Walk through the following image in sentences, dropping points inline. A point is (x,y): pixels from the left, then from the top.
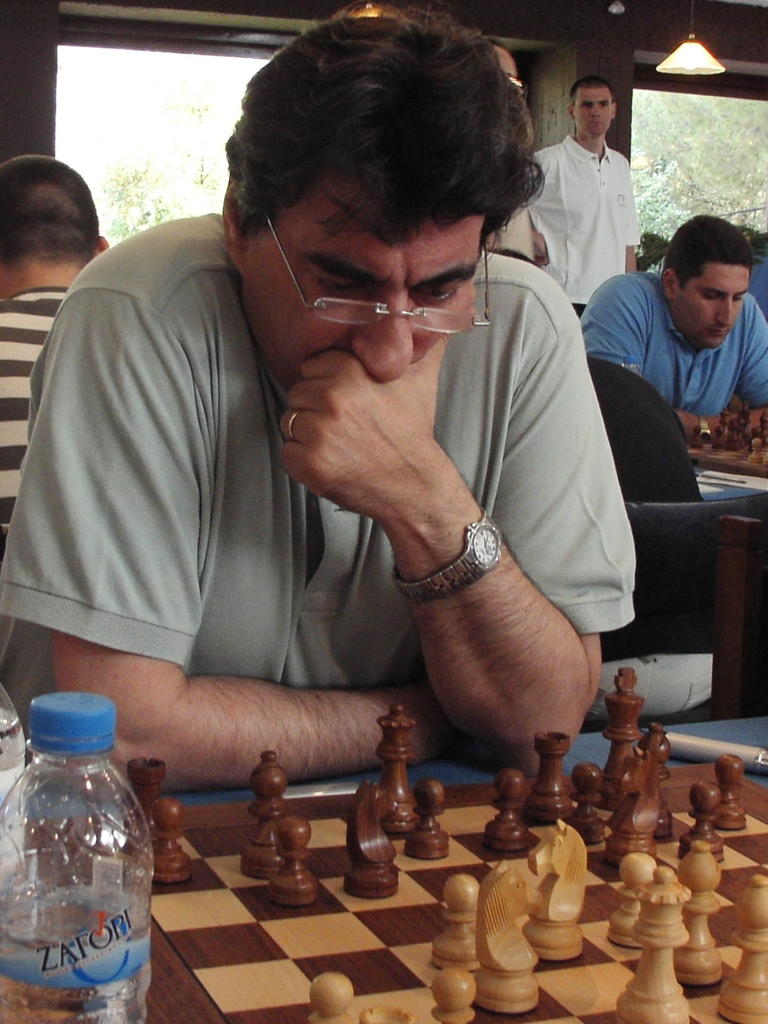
In this image I can see a man (63,646) and he is wearing a watch (472,521) and a specs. I can also see a chess board (296,812), few bottles (107,820) on this table (755,743). In the background (704,300) I can see few more people (651,341), chairs (749,571), a table (732,496), a light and few trees (719,135).
